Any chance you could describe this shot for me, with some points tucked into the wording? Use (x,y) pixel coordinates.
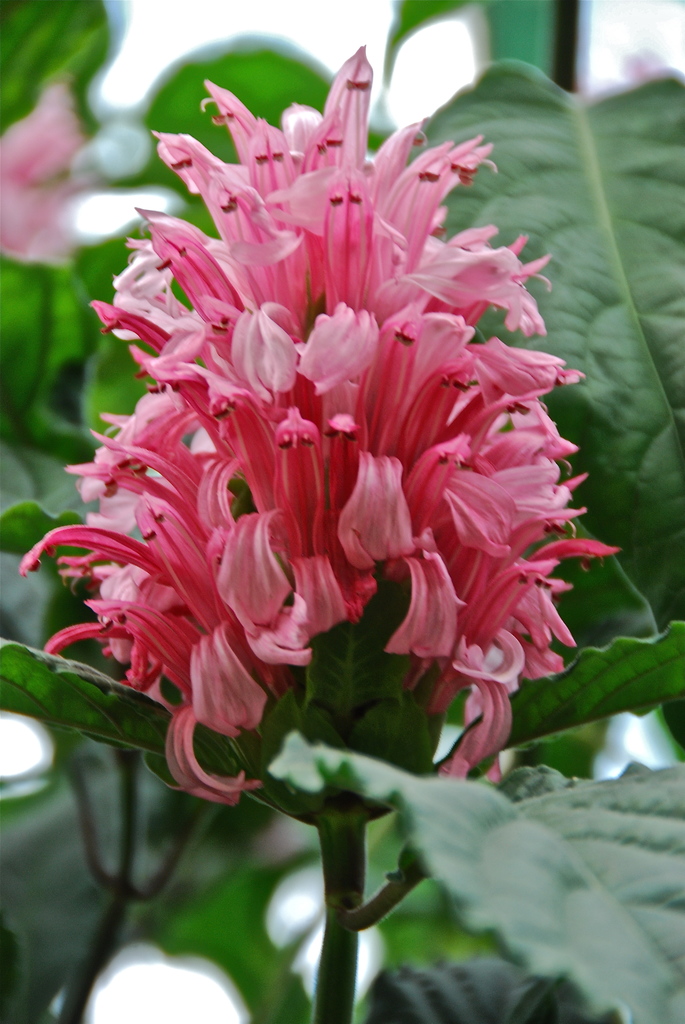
In this image I can see a pink colour flower (267,431) and green leaves (132,710) in the front (196,662). I can also see this image is little bit blurry in the background (40,611).
